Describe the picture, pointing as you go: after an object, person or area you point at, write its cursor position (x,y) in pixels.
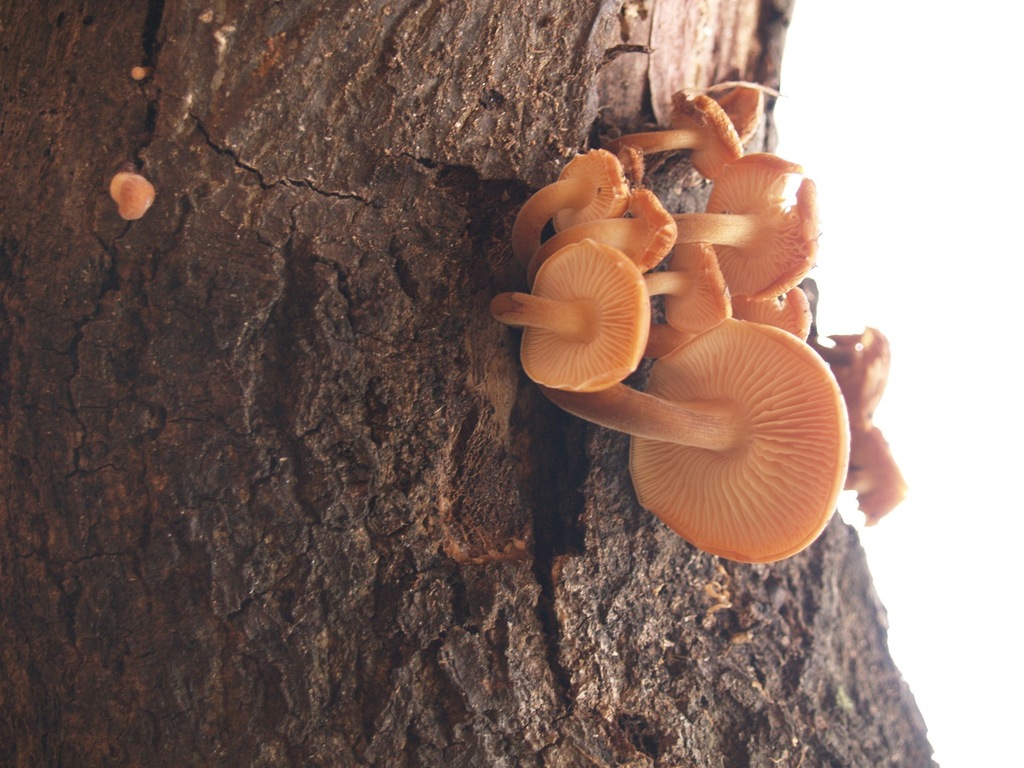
In this picture there are mushrooms (803,295) on the tree trunk (318,432). At the right (936,201) there is sky (969,196). Mushrooms (595,359) are in orange color.
